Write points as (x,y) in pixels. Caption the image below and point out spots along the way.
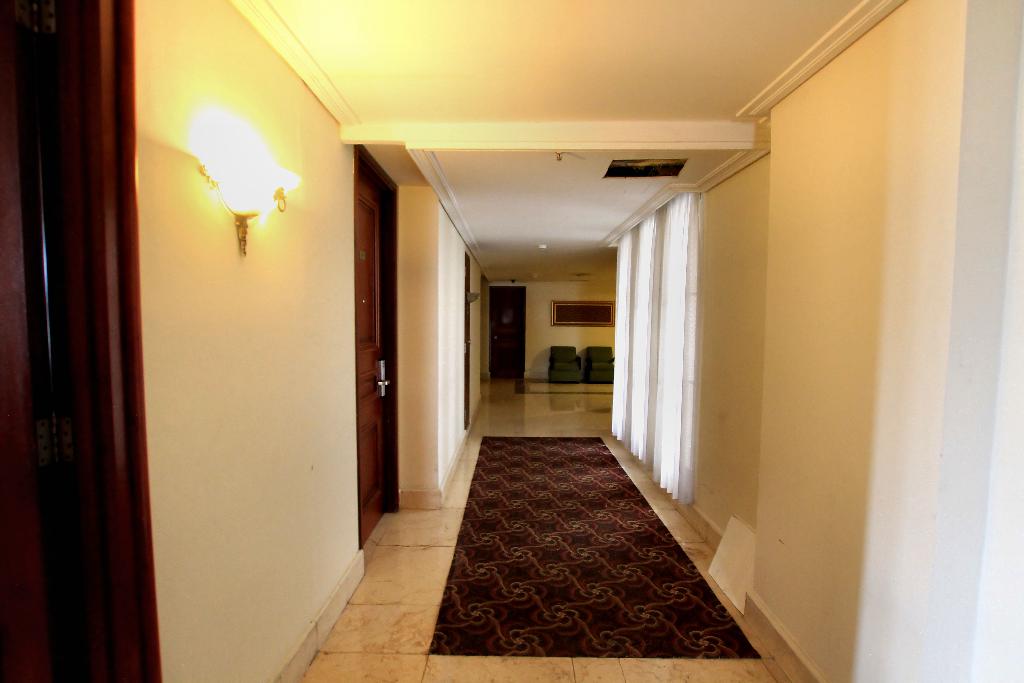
In the picture we can see a floor (371,602) with a floor mat (530,639) and besides to the wall (198,608) we can see some doors (74,164) and light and some curtains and in the background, we can see a door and some chairs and a photo frame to the wall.
